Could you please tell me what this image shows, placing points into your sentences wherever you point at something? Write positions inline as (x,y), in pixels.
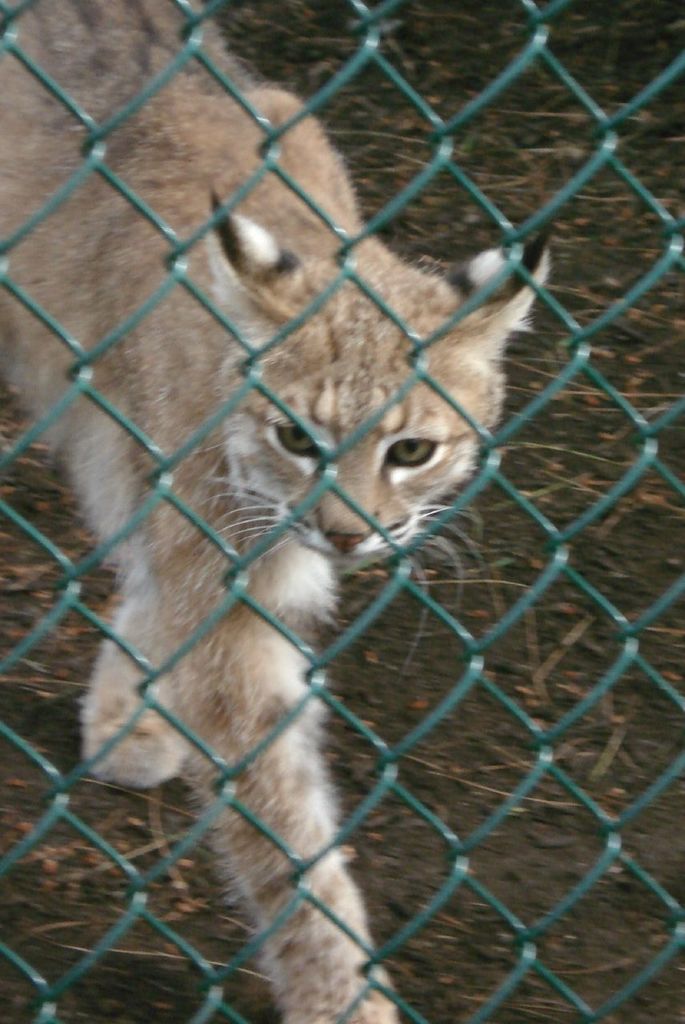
In this picture there is a cat (119,80) in the center of the image (244,534) and there is a net (107,174) in front of it.
